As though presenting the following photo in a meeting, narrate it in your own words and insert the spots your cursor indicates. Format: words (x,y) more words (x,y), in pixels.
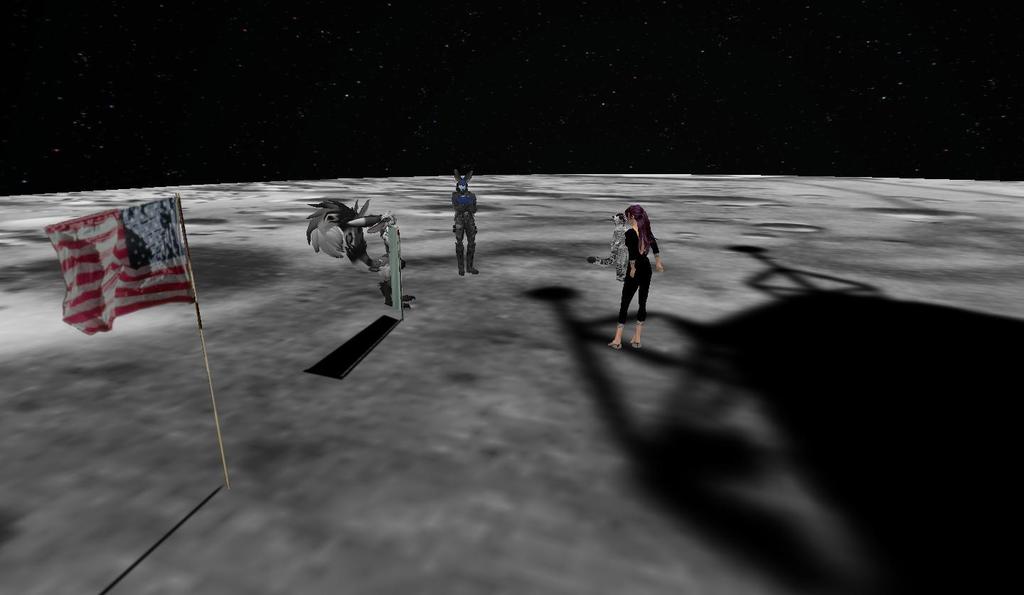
This is an animated image. I can see the animals (471,234), a flag (98,316) hanging to a pole (206,339) and a woman (643,316) standing on an astronomical object (485,364). In the background (295,139), I can see the space (372,86).
